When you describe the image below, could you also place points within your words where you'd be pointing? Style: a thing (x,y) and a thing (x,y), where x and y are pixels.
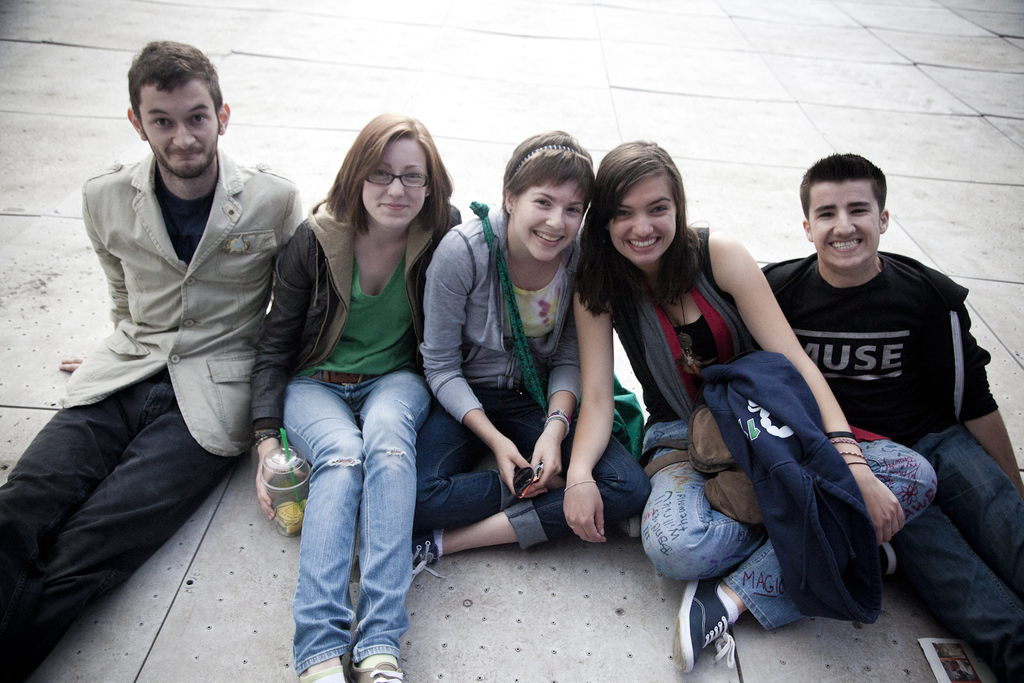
In this image I can see five persons (704,347) are sitting on the ground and a woman (322,446) is holding a cup (278,465) in her hand (271,509).
